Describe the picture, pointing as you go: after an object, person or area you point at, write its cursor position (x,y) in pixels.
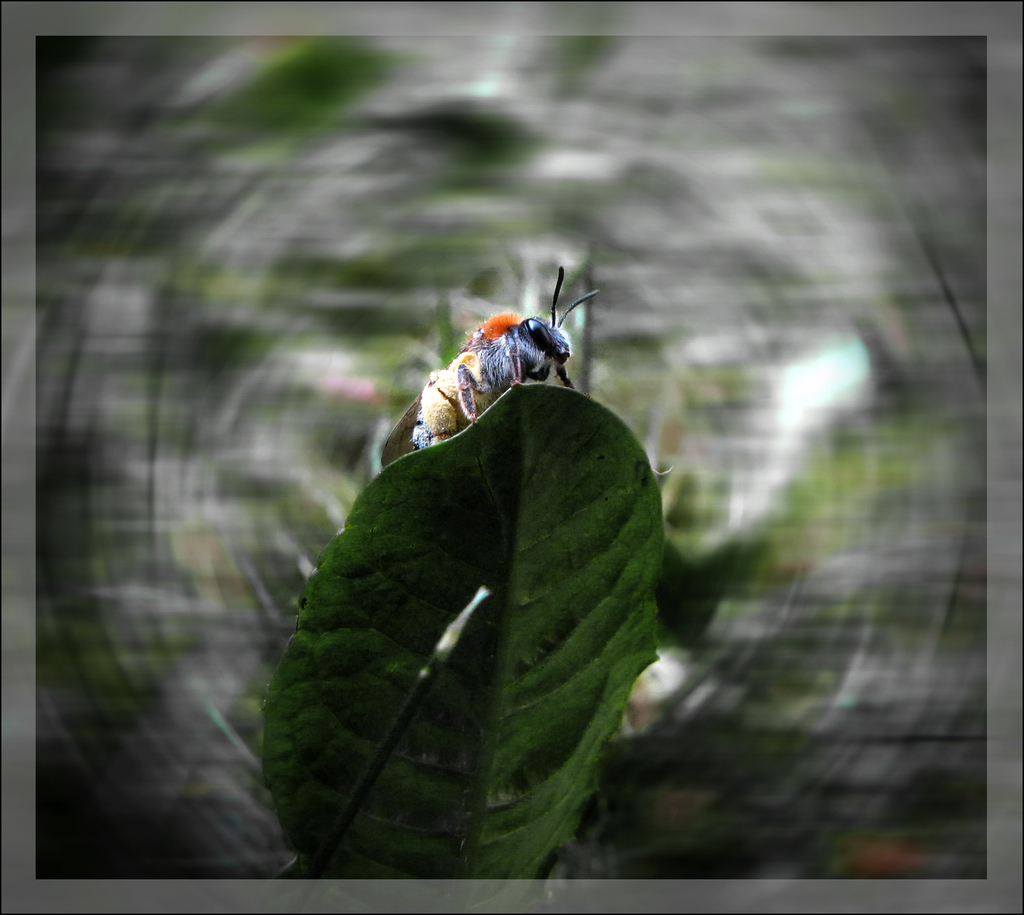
In this image we can see one insect (469,359) on the green leaf (527,546), one object (472,599) in front of the green leaf (494,581), the background (148,620) is blurred and there is a gray border (1019,635).
